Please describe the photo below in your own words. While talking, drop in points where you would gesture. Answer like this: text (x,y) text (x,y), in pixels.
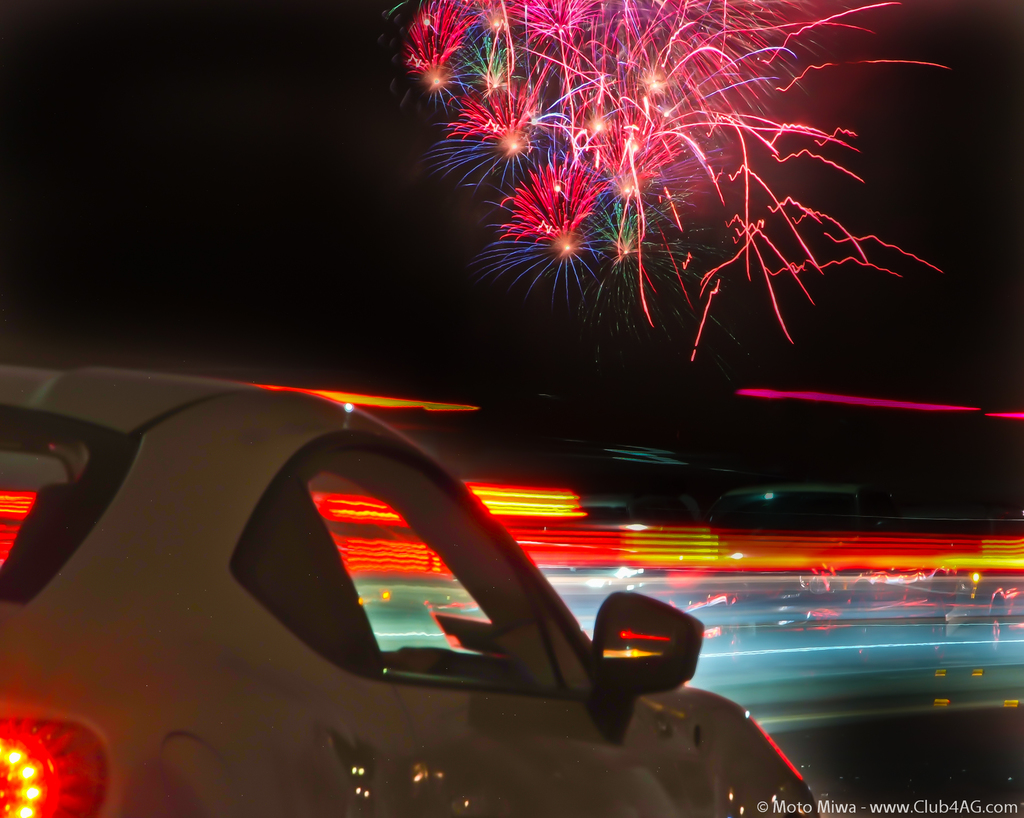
In this picture we can see some crackers (639,236) lighting and few vehicles (360,671) are moving on the road (807,734).
